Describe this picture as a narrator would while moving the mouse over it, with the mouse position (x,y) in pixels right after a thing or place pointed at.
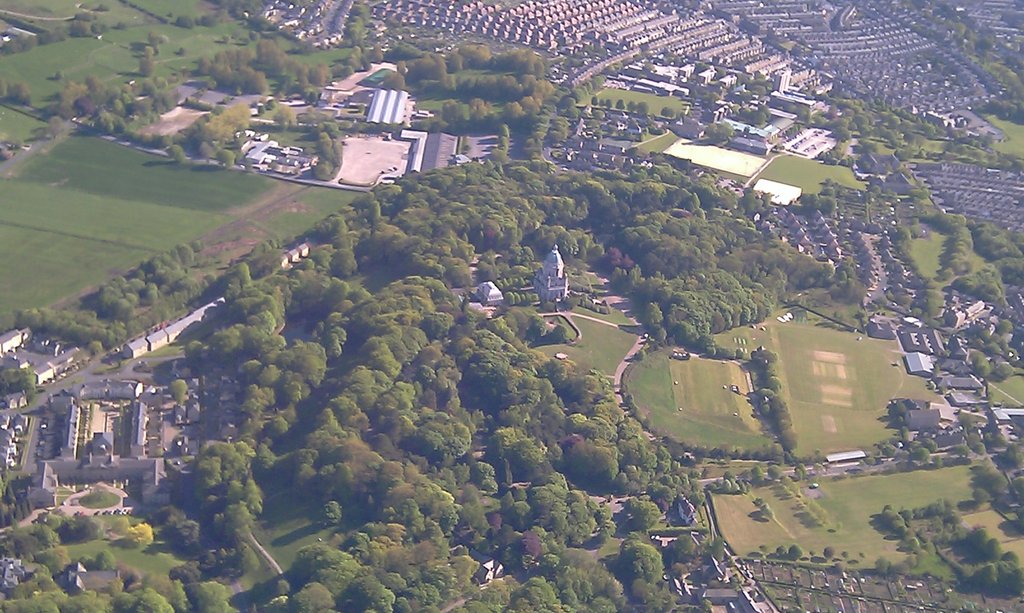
This is an aerial view, in this image there are trees (528,196), fields (108,200) and buildings (956,179).
